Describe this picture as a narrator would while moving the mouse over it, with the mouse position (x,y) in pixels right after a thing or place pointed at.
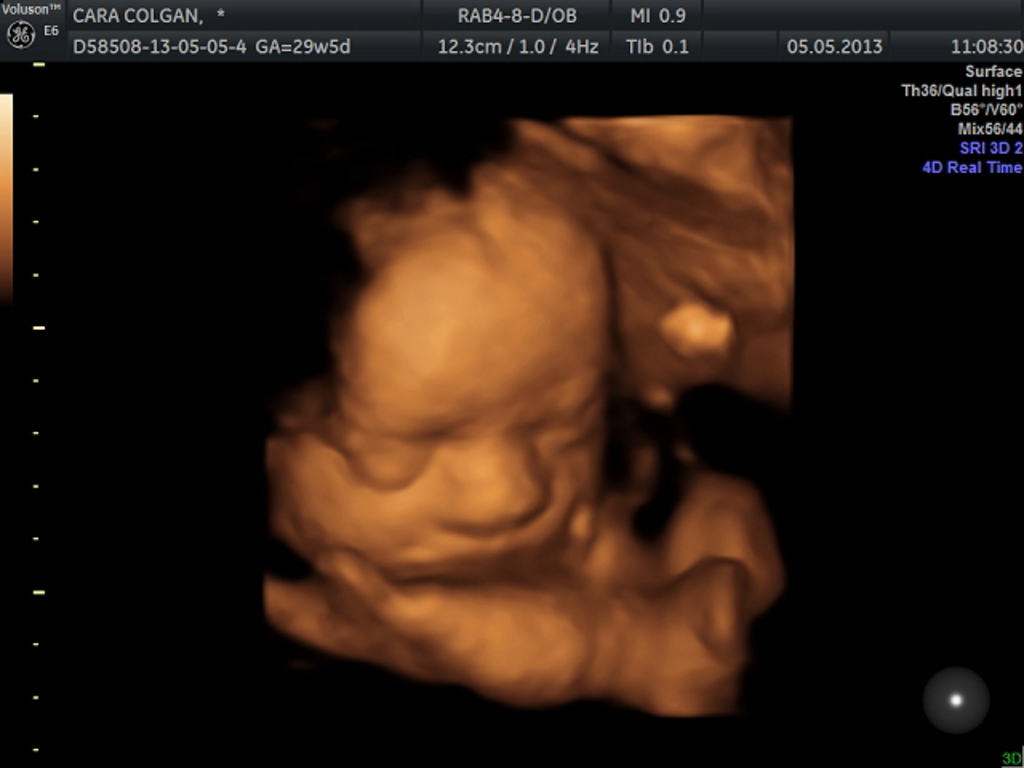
In this image we can see a screen (626,572) with text (645,44) and image of a baby (548,317).
